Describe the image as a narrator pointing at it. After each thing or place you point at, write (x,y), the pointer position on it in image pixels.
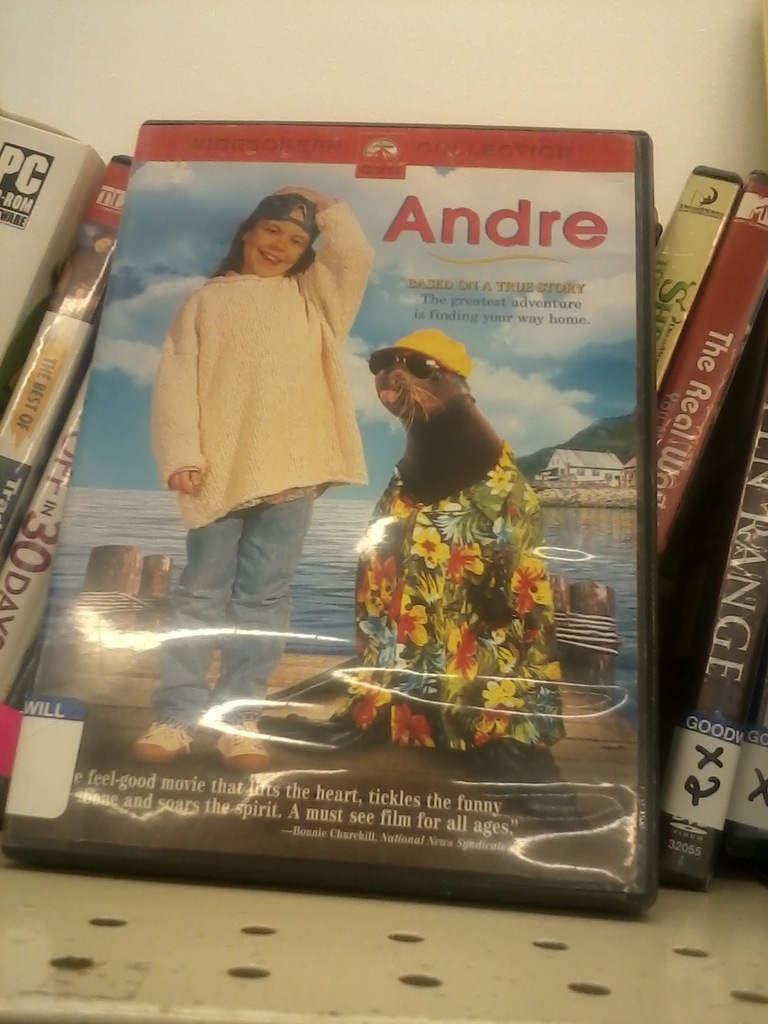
In front of the image there is a DVD box (256,561) with a movie label (410,523) on it, behind the box (98,389) there are a few other DVD boxes (103,260), behind that there is a wall (247,82).
